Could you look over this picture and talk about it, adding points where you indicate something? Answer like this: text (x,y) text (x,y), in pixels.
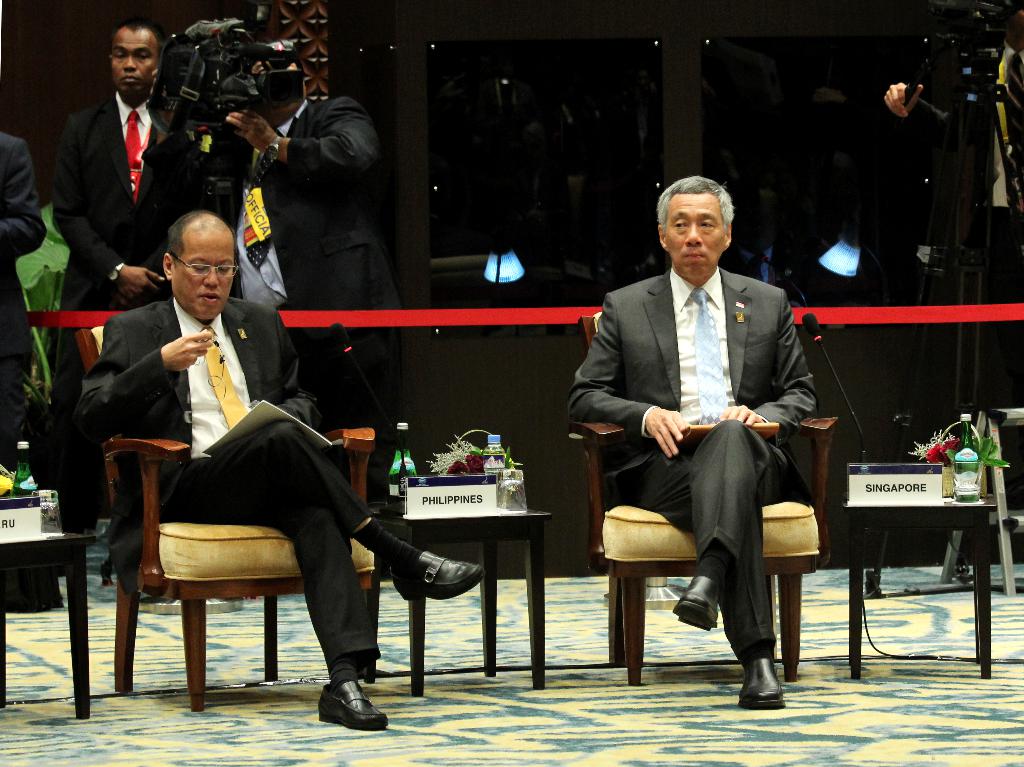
In this picture there are two persons (608,345) and one of them was talking while reading the book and there's a table (466,532) beside them having a water bottle (403,461), name boards (496,505) and there are some camera persons (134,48) behind them.
